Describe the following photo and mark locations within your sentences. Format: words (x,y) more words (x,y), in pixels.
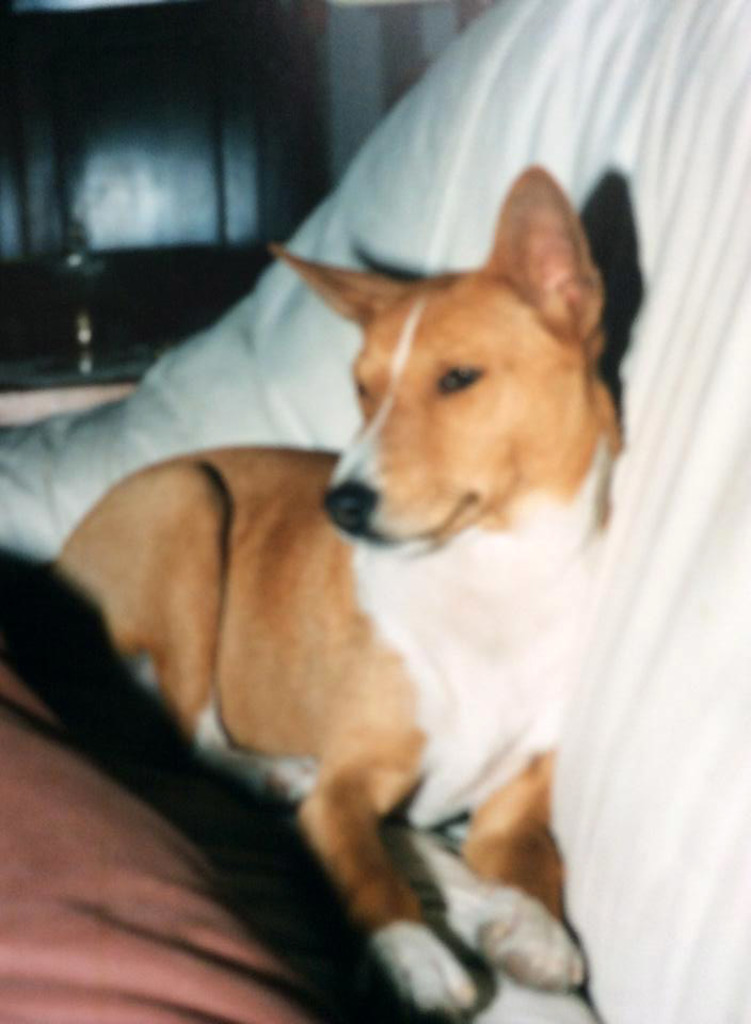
In this image we can see dog (374,688) on the sofa (287,393).
